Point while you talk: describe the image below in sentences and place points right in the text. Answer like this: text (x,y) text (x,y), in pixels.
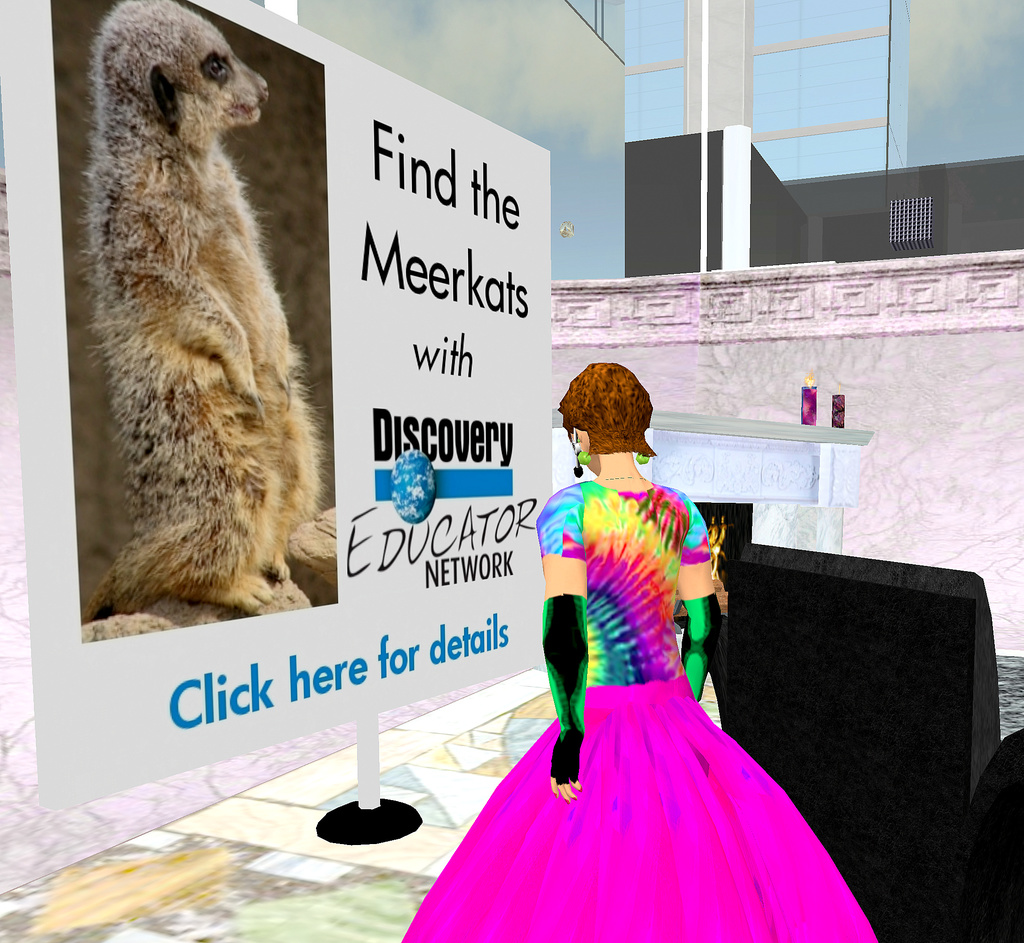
In the picture we can see a cartoon picture (579,635) of a woman (618,845) turning back near the white color hoarding (64,96) and with some information on it with a image (178,164) of a animal (143,186) and beside it we can see a fire chamber (735,488) and on the top of it we can see a wall (742,274) with glasses (757,91) to it.
